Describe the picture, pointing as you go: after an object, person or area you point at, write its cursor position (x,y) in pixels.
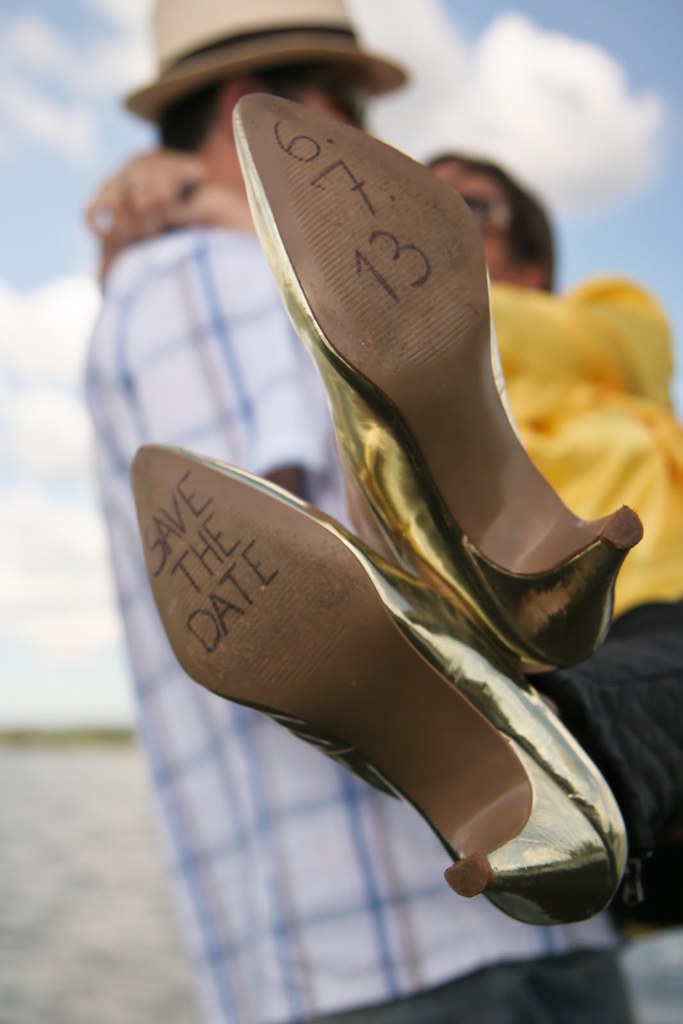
In the picture there are heels (367,493) of a woman (367,507) and some date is written on both of the heels (305,603) and behind the heels (526,548) the person (257,350) is holding a woman (512,280) with his hands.
